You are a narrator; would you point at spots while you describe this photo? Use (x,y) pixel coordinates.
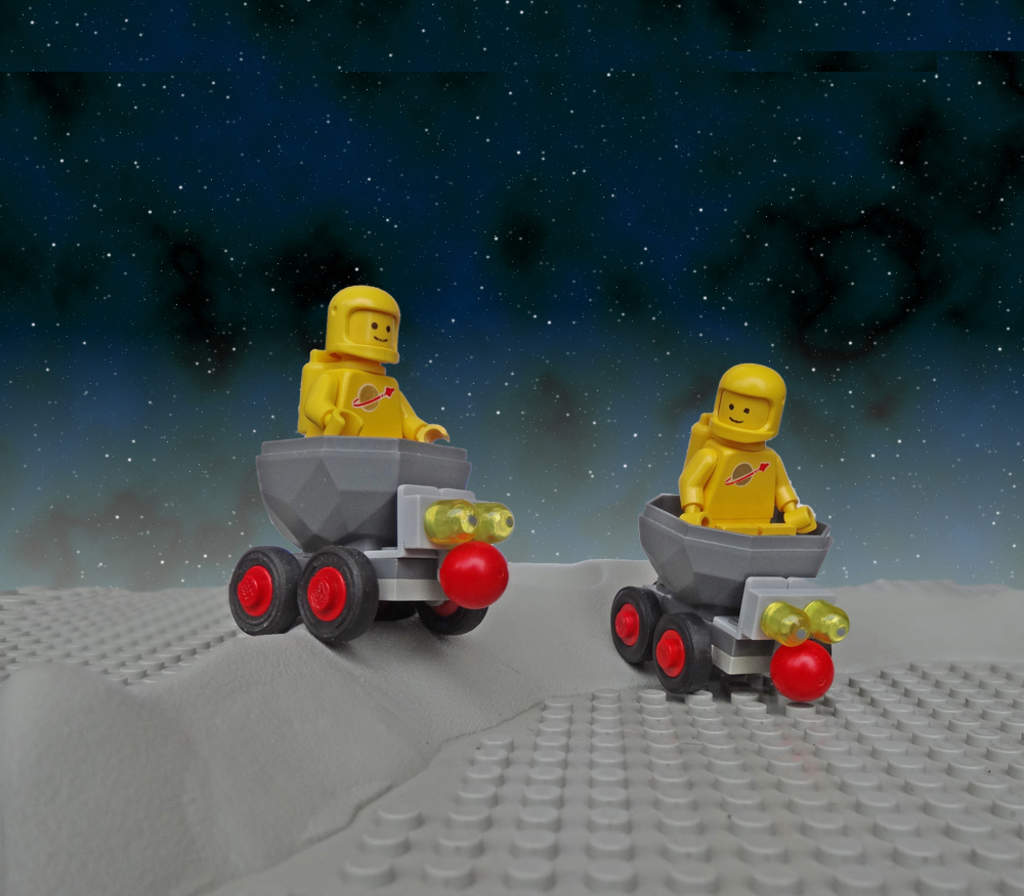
In the picture we can see a two toy cars (683,654) with some dolls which are yellow in color and in the background (895,527) we can see an animated sky (597,274) with stars (793,186).
